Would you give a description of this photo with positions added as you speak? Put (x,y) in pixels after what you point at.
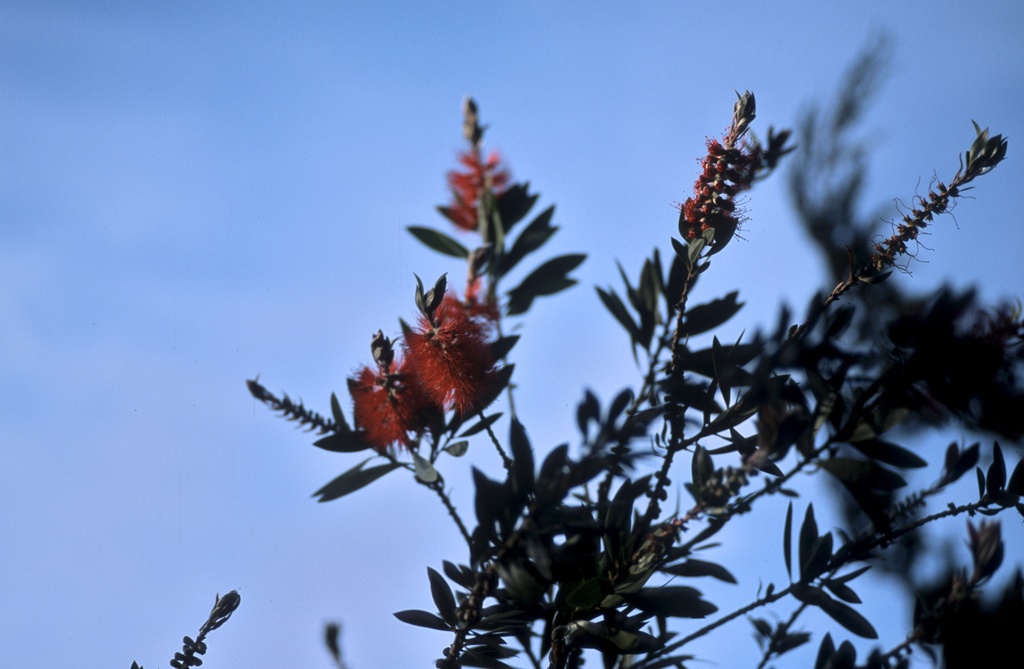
In this image we can see plant (454,426) with flowers (447,388) and sky (322,174) in the background (346,165).
